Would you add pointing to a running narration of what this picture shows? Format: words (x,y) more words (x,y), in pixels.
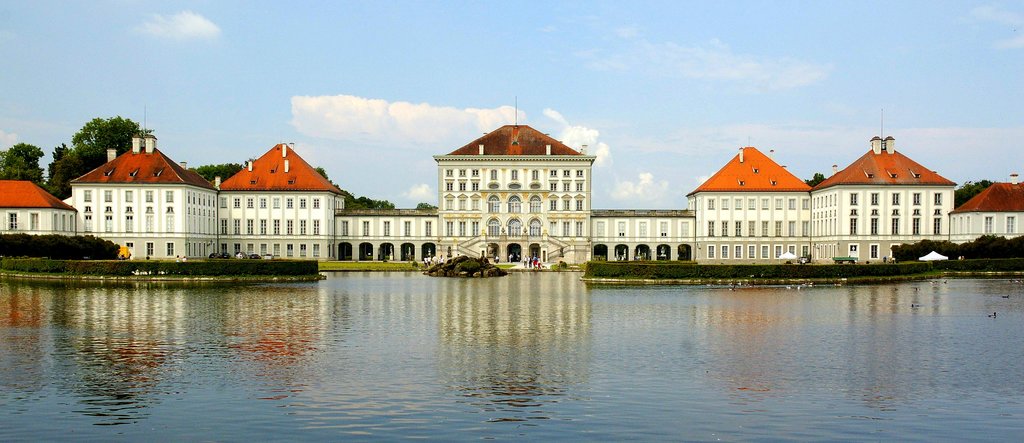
In this image there is water (717,333) at the bottom (638,322). There is a green grass (52,273), people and trees (54,236) in the left (32,248) and right corner (970,268). There are rocks (435,270), buildings (734,253), trees (921,247) in the background (915,253). And there is a sky (993,128) at the top (423,51).
